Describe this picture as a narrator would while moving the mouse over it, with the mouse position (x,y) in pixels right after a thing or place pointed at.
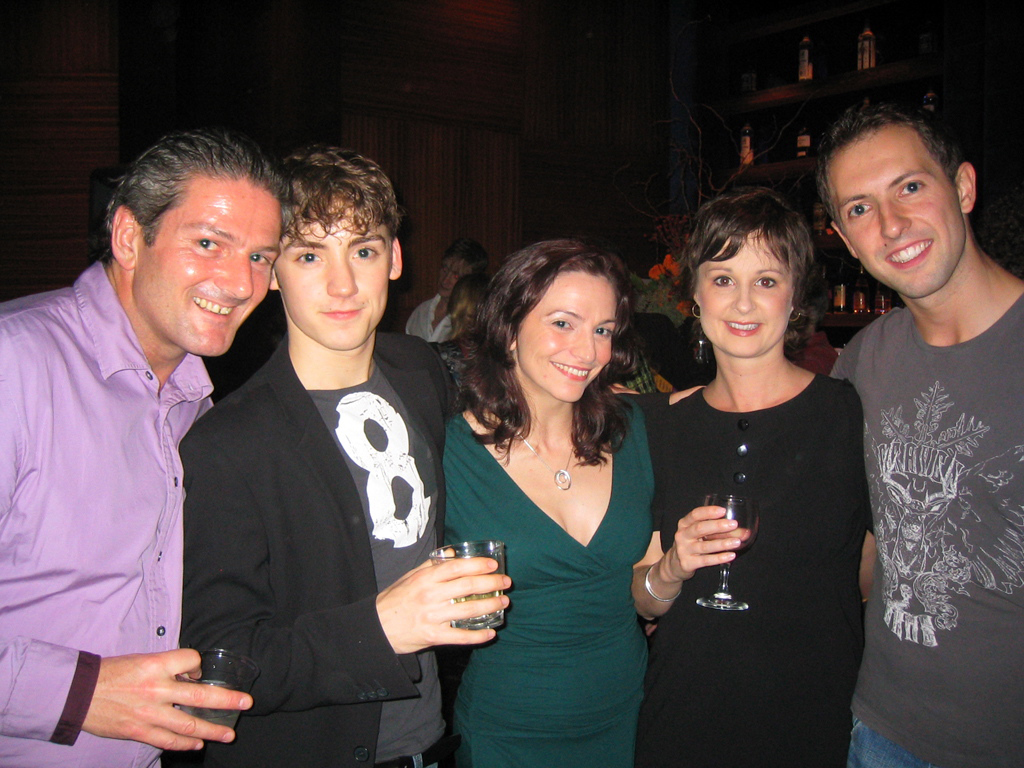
In this picture there are group of people (319,494) standing and smiling and holding the glass (709,500). At the back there are bottles (750,151) in the cupboard (738,156) and there are group of people (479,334).
